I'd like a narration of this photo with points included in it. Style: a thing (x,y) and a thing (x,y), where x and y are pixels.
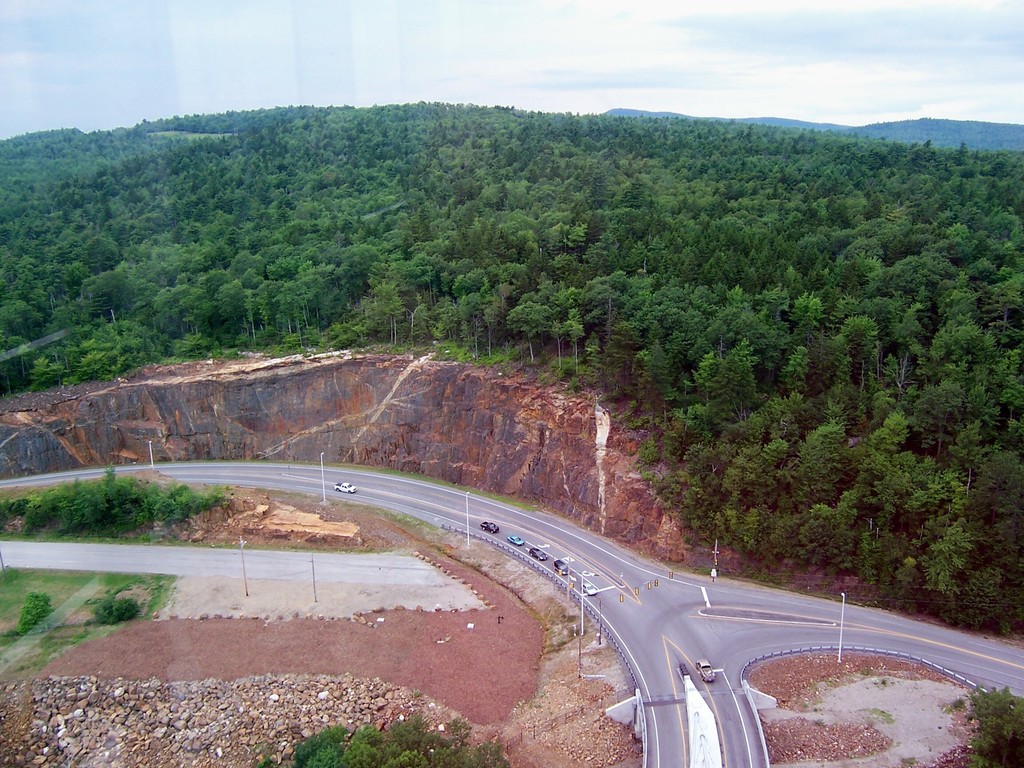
In this image I can see few vehicles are on the road (651,620). To the side of the road (618,635) I can see many poles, stones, plants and also rock (398,429). In the background (318,268) I can see many trees (586,208), clouds (464,67) and the sky (413,75).
